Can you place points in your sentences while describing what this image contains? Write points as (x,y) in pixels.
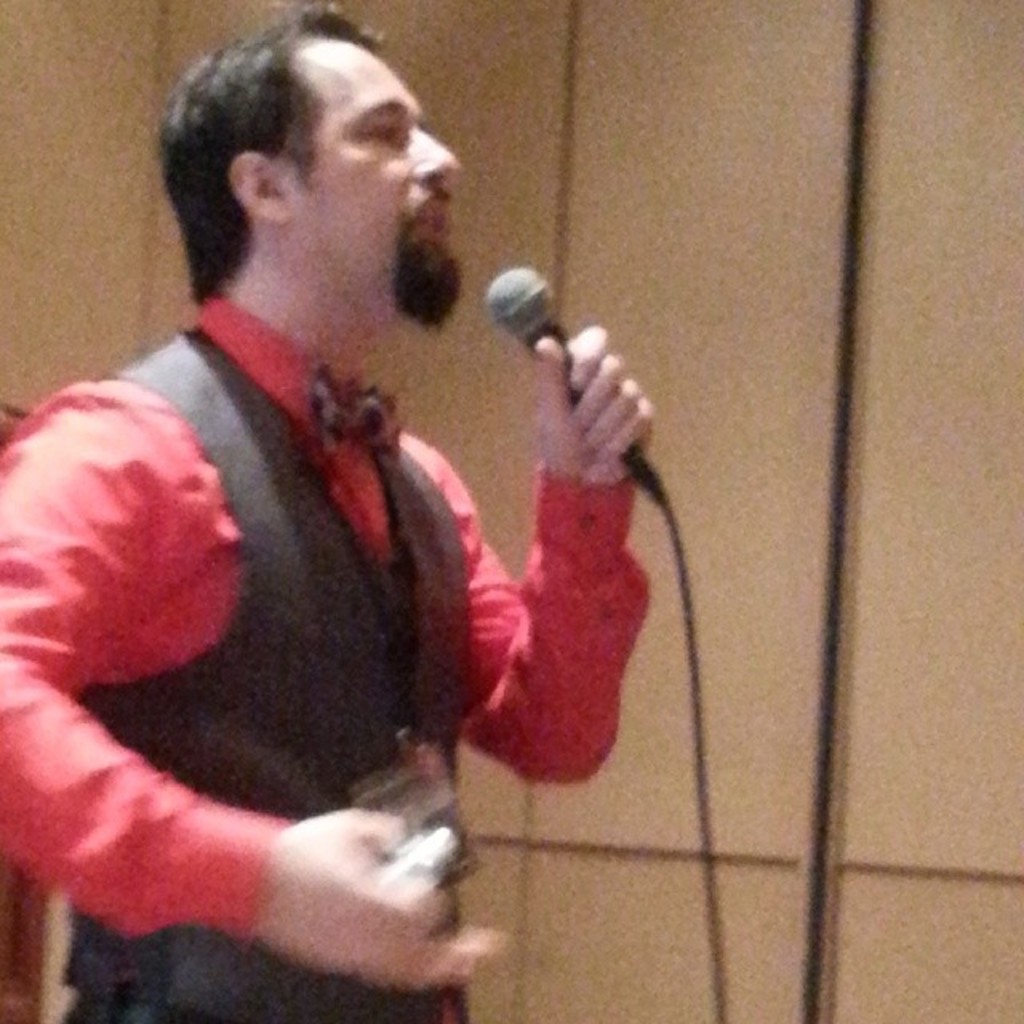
This image contains a person (4,705) holding a mike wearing a red shirt (544,726) and black suit (345,673).
